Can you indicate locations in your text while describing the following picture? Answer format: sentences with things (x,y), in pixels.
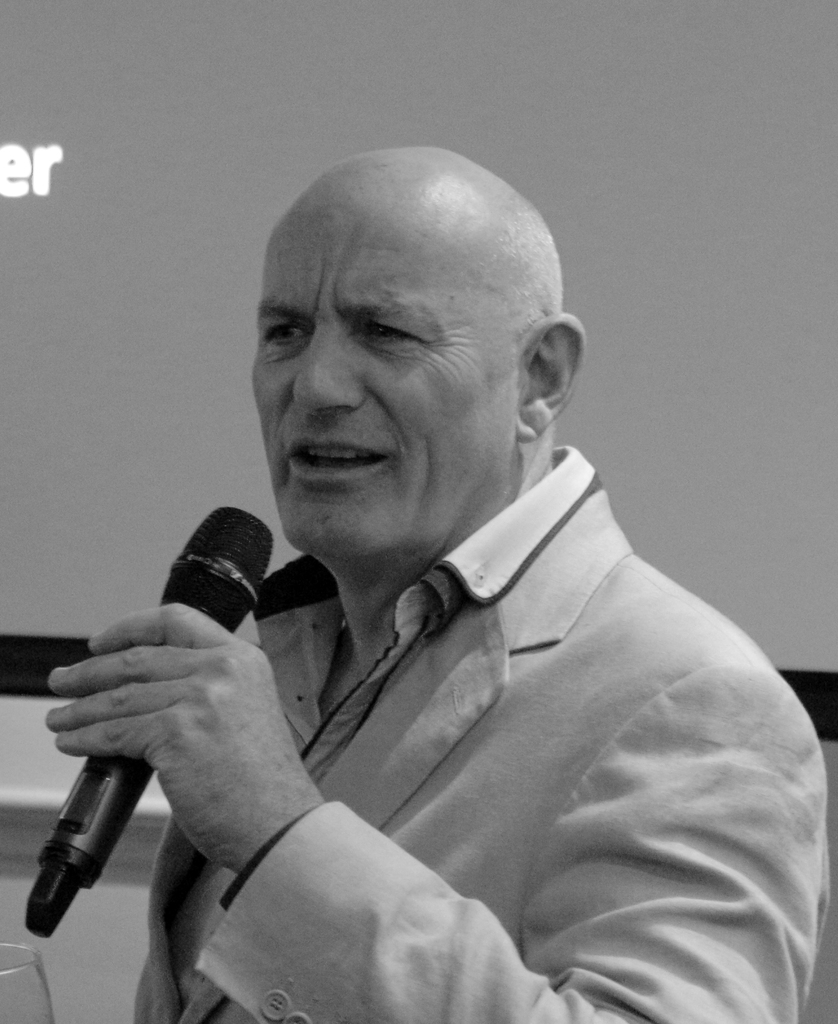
In the image we can see one person (396,699) standing and holding microphone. In the background (174,210) there is a screen (403,132).
